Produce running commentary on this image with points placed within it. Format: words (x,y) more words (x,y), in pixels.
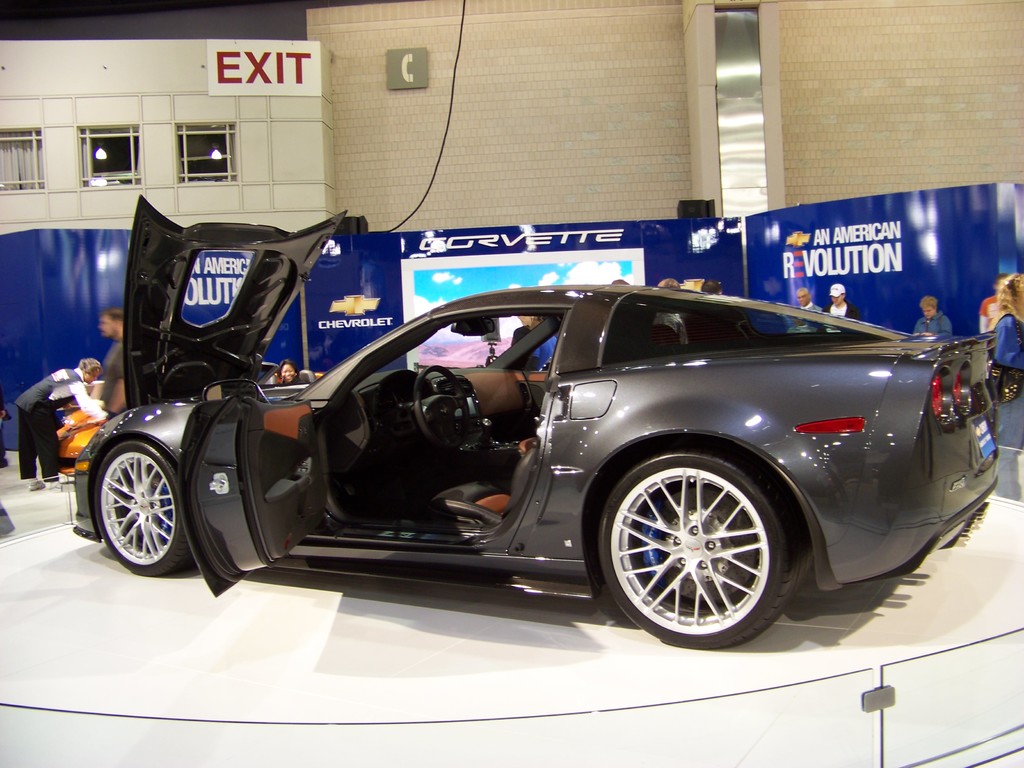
In the foreground of this image (768,456), there is a car (441,490) on the floor (377,660) and a glass railing (681,730) around it. In the background (716,243), there are banners (354,268), persons (62,396) standing and walking on the floor (39,507), wall (363,133), cable (449,122) and an exit board (298,78).
